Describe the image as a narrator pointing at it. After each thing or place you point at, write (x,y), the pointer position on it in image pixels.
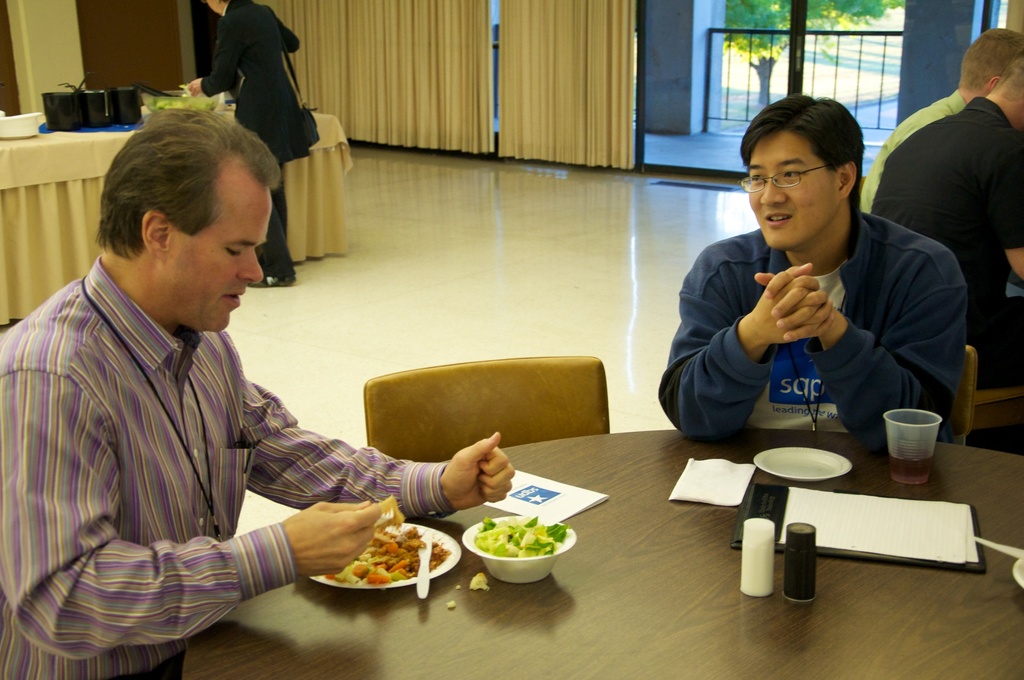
In this image there are people (762,324) sitting and we can see a table (547,625) there are plates (428,549), knife (428,540), fork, bowls (519,569), glass (916,476), sprinklers (799,528) and papers (884,538) placed on the table (701,657). There is a chair (562,424). In the background (403,84) there are curtains (368,93) and there is a person (259,45). On the right (859,536) there is a gate (738,123) and we can see things (69,126) placed on the table (30,153).
